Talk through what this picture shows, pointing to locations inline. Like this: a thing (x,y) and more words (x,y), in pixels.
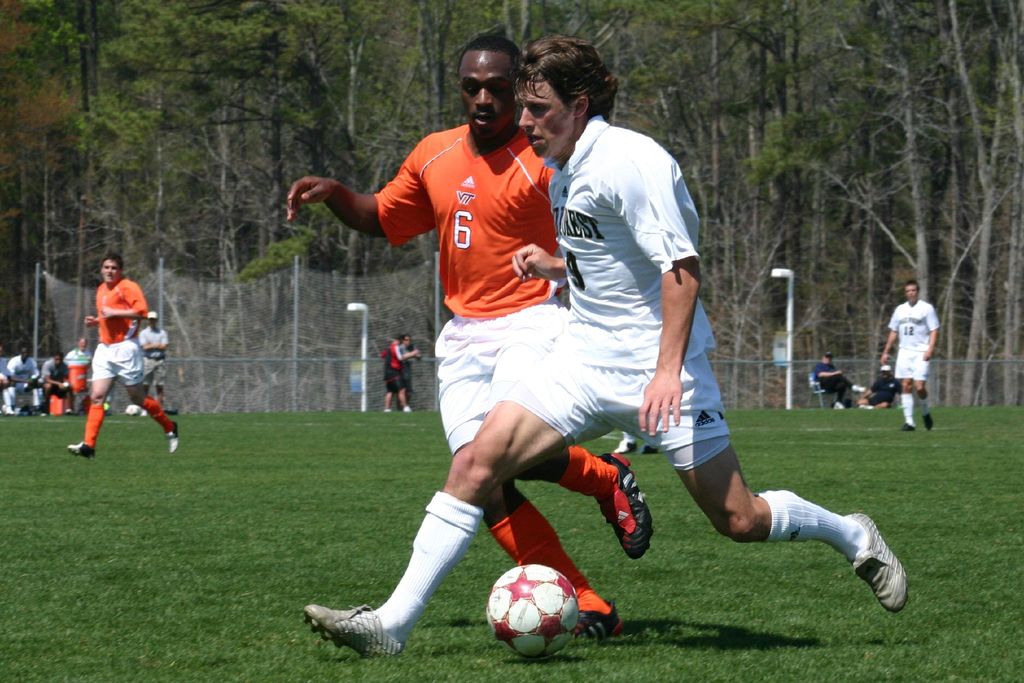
In this picture we can see four persons (705,388) are playing football game, at the bottom (680,527) there is grass (558,656), we can see a ball (534,650) in the front (524,618), there are few persons (162,359) standing and few persons (891,390) are sitting in the middle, in the background (850,337) we can see poles (788,318), fencing (362,286) and trees (757,8).
